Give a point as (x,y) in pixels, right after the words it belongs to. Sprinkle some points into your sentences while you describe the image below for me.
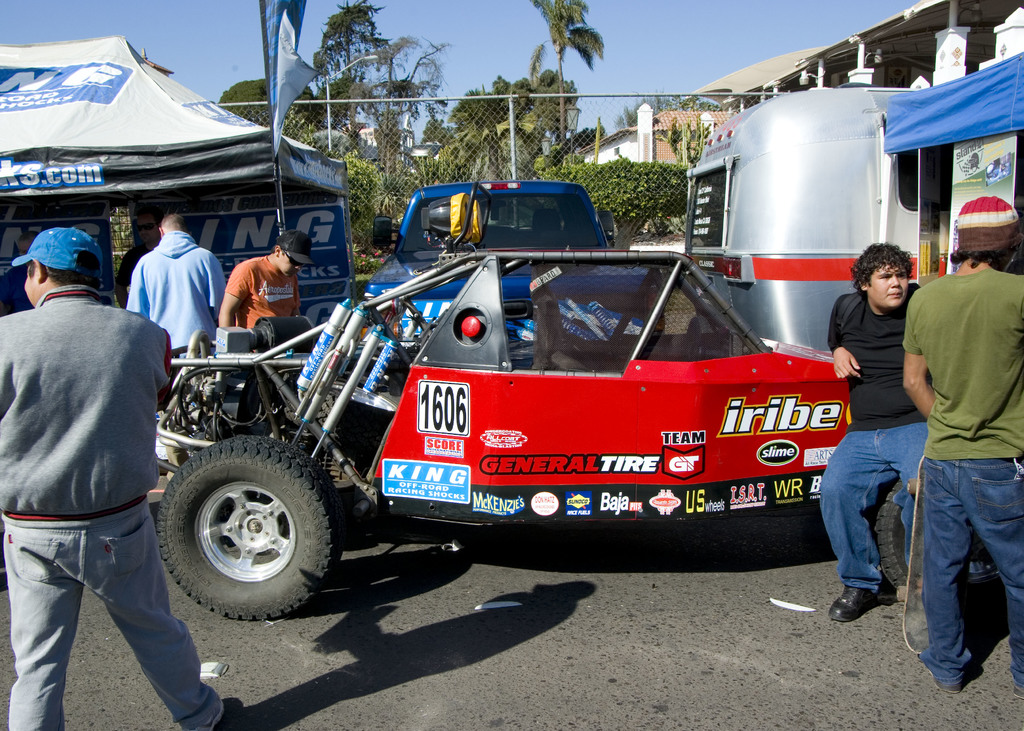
In this image we can see vehicles (446,353) in the foreground (468,338). Behind the vehicles (444,248) we can see a fencing (397,164), few plants (620,198) and trees (456,143). On the left side (253,319), we can see a tent (173,199) and few people (152,326). On the right side (888,328), we can see a tent (949,112), building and two persons (1001,343).
